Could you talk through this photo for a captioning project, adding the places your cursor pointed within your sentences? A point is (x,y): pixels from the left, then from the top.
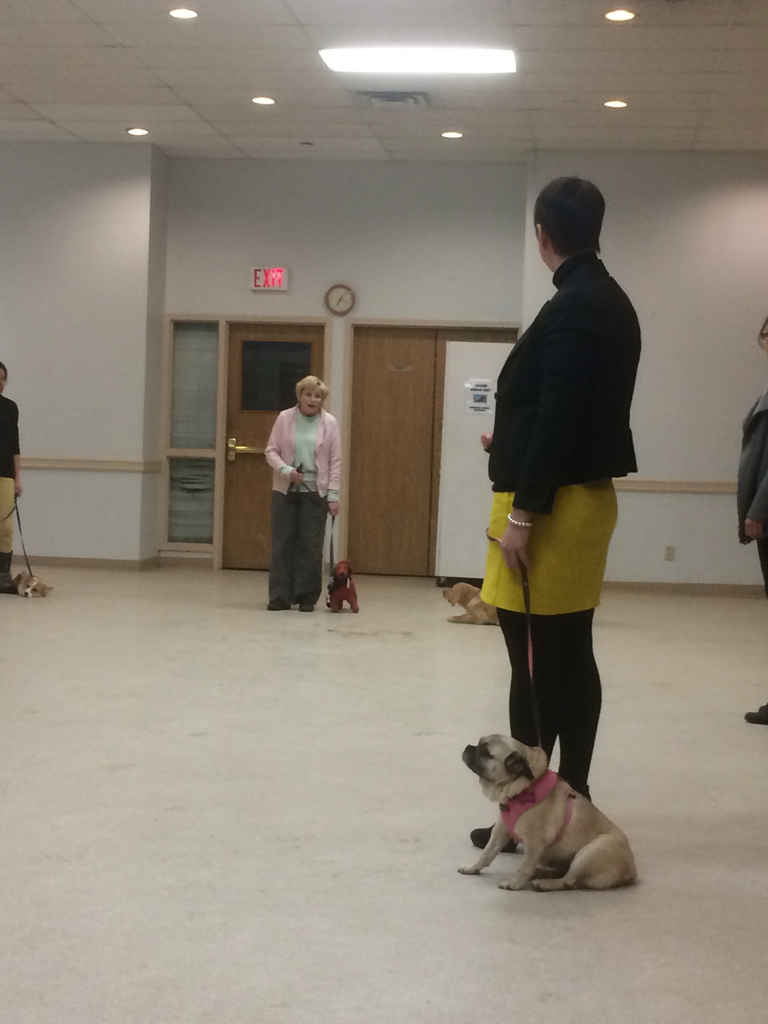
In this image, there is an inside view of a building (687,119). There two persons (584,500) in the middle of the image (500,510) standing and holding dogs (331,595) with leash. There are some lights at the top of the image (271,103).
